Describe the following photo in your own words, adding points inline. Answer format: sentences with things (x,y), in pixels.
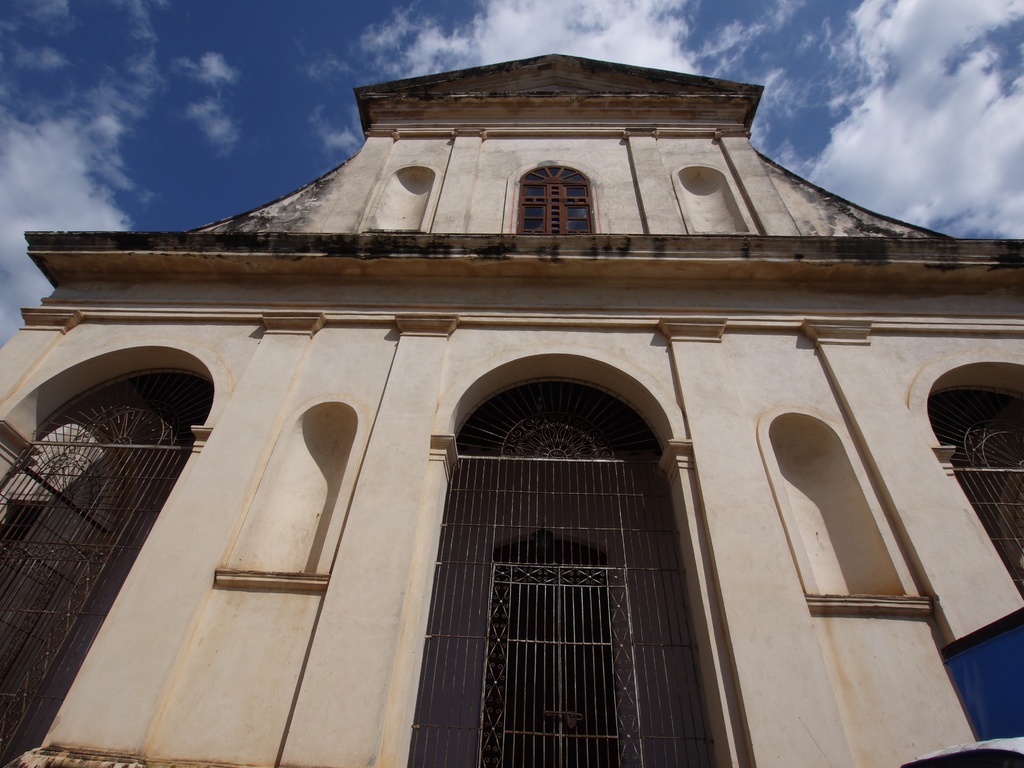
In this picture I can see the building (557,360). I can see clouds (206,116) in the sky (231,83).
